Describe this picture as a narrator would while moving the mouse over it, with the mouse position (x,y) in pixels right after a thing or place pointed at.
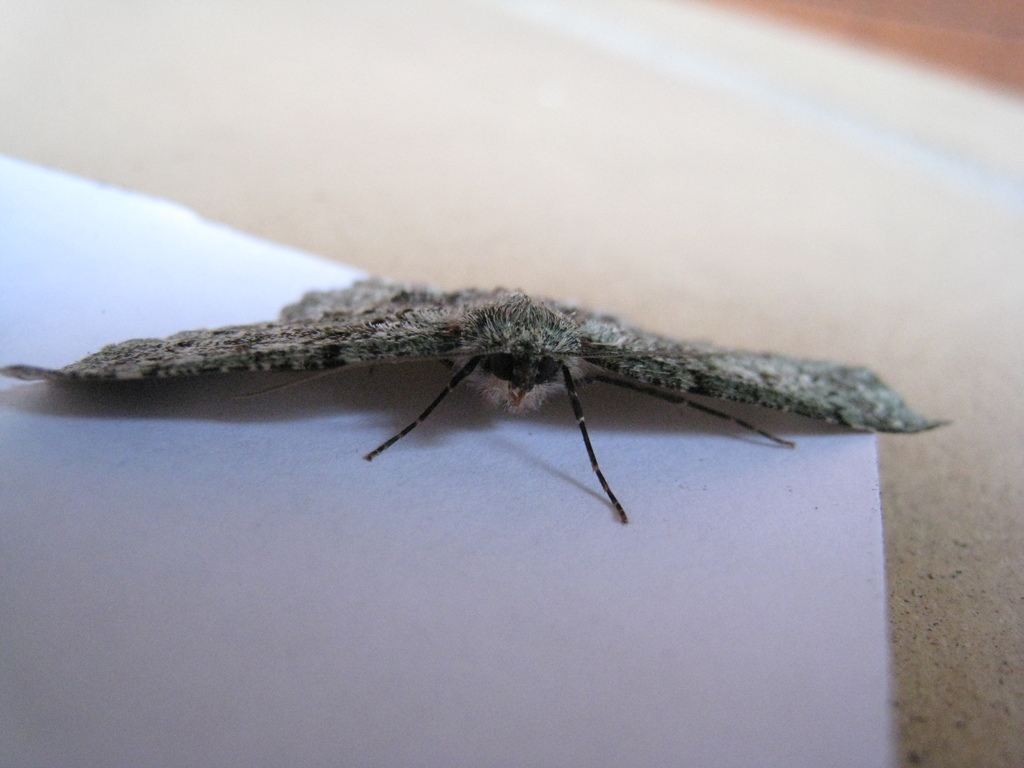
In the picture I can see an insect (129,352) on the white color surface (223,552). The background of the image (903,8) is slightly blurred.
